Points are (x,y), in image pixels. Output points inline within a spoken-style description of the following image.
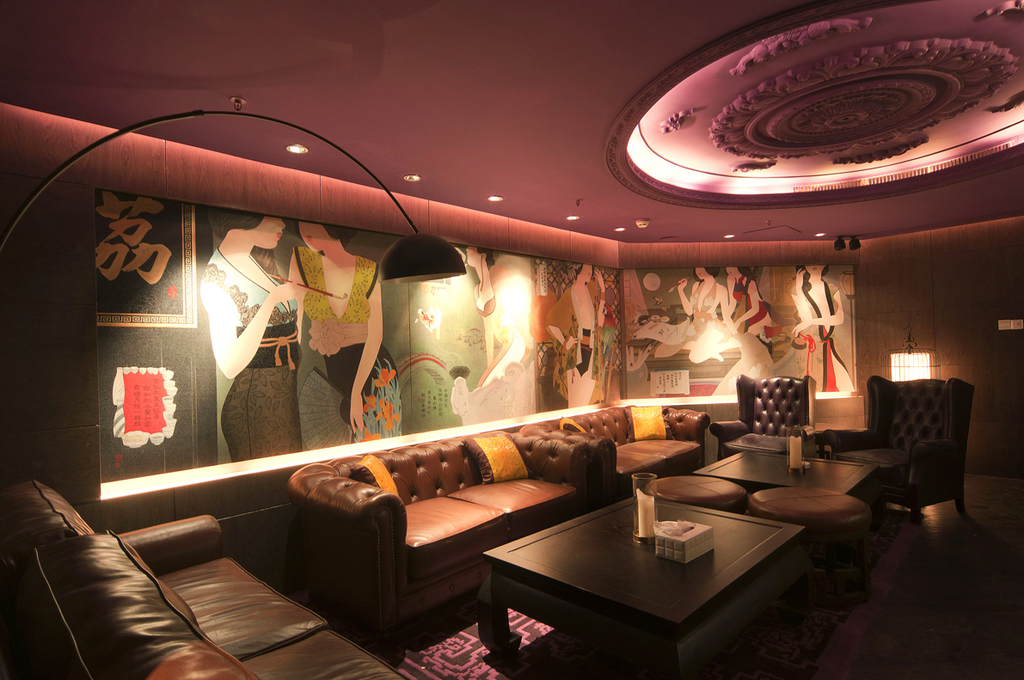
In this image i can see a sofa set (442,538), in front of the sofa set (666,437) i can see a table (654,582), there is a tissue paper (688,556) and there is a glass (642,509) and right side (767,427) there are chairs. And there is wall (566,358), on the wall (375,392) there is a painting (241,419) and there is a lamp (283,122) on the left side (283,122). there are lights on the roof (484,202).
